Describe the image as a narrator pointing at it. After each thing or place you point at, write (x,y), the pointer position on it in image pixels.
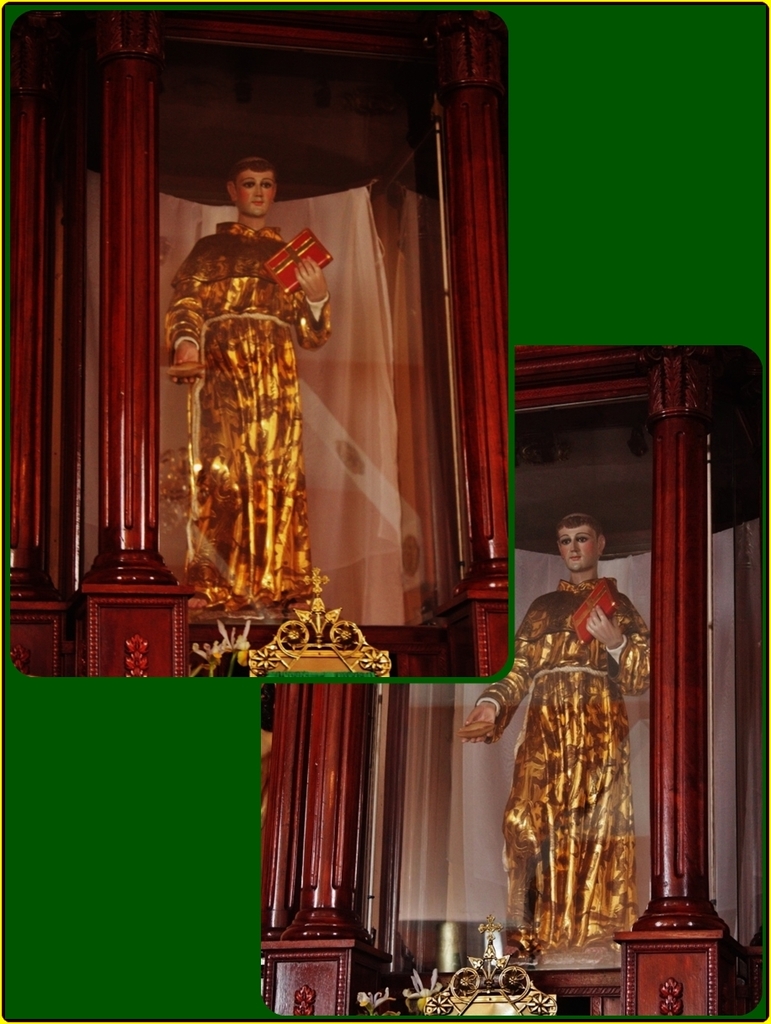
In this picture I can see collage of similar pictures. I can see statue (245,201) of a man (248,191) holding a book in the glass wooden box (117,389) and I can see green color background (506,12).
